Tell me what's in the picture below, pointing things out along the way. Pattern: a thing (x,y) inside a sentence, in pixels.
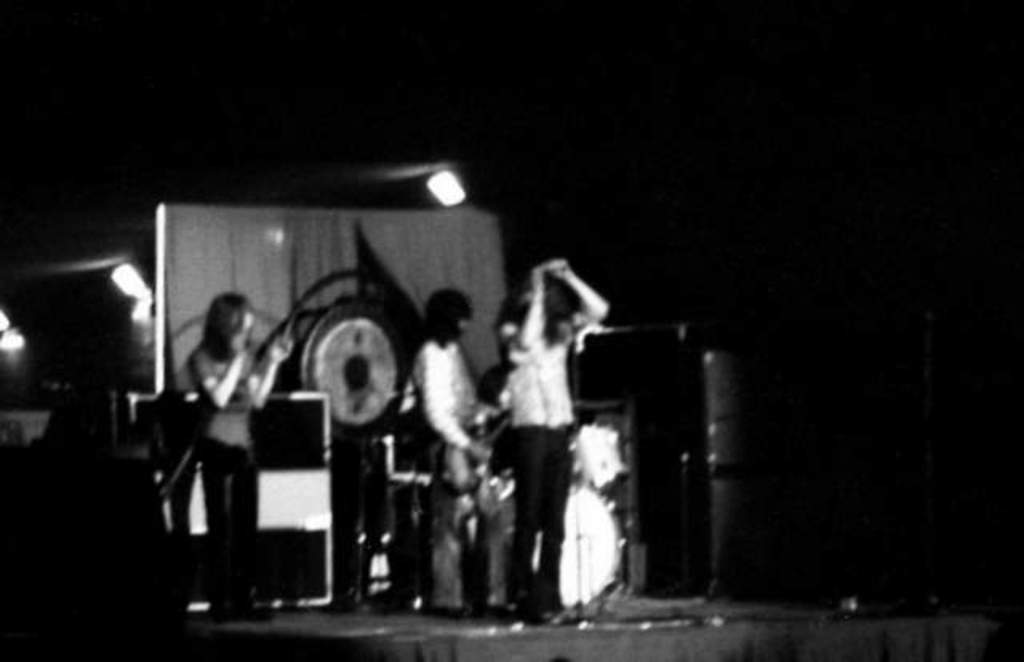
There are persons (569,321) standing on the stage (231,661) on which, there are musical instruments (330,474), curtain (423,235), lights (434,191) attached to the poles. And the background (111,127) is dark in color.
